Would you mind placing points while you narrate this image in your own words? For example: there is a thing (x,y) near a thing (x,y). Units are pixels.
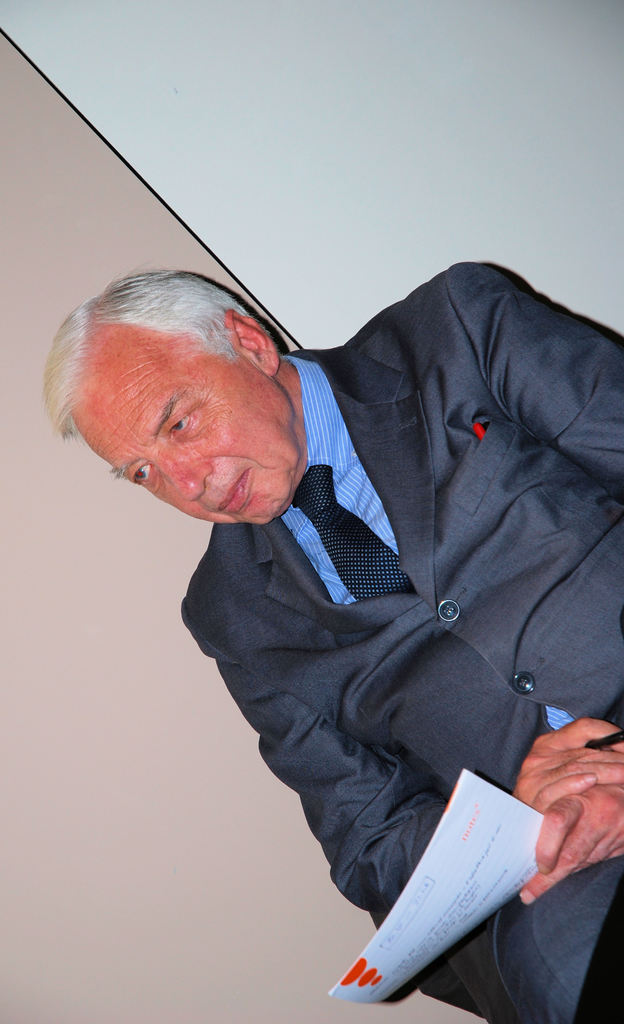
In this image I can see a person (347,473) wearing ash coat (418,560) and tie (331,538). He is holding papers (468,890). Back I can see a cream and white wall (162,203).
